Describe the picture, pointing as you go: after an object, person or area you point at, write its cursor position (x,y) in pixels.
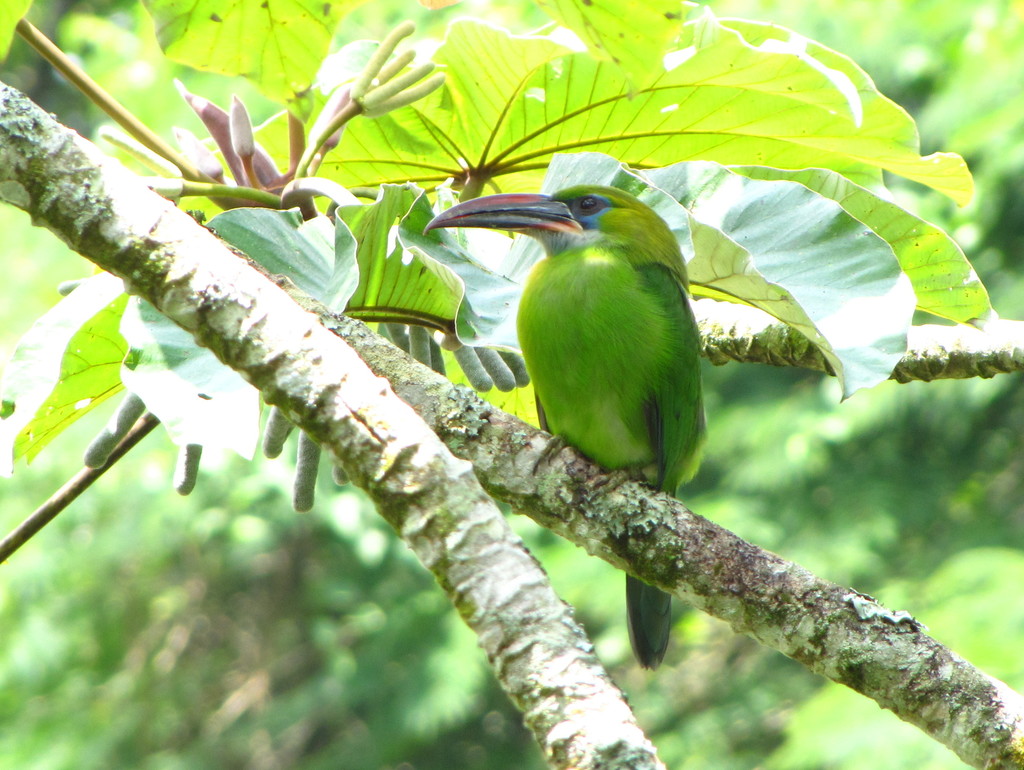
This picture shows Emerald toucanet bird (555,339) on the tree branch (34,147) and we see leaves (494,252) and trees (866,501). The bird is green in color.
